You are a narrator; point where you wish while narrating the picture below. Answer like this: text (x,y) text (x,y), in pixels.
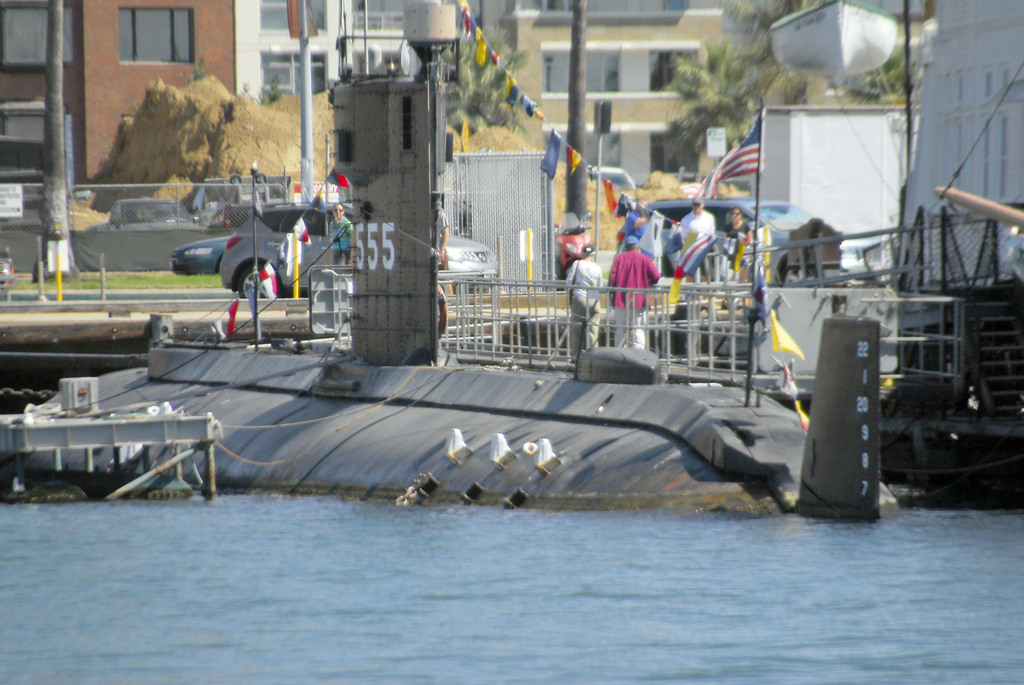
In this image we can see buildings (633,57), hills (229,100), trees (769,90), grills (966,229), persons (570,293) standing on the ground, motor vehicles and flags (616,218) tied to the ropes (475,19).
